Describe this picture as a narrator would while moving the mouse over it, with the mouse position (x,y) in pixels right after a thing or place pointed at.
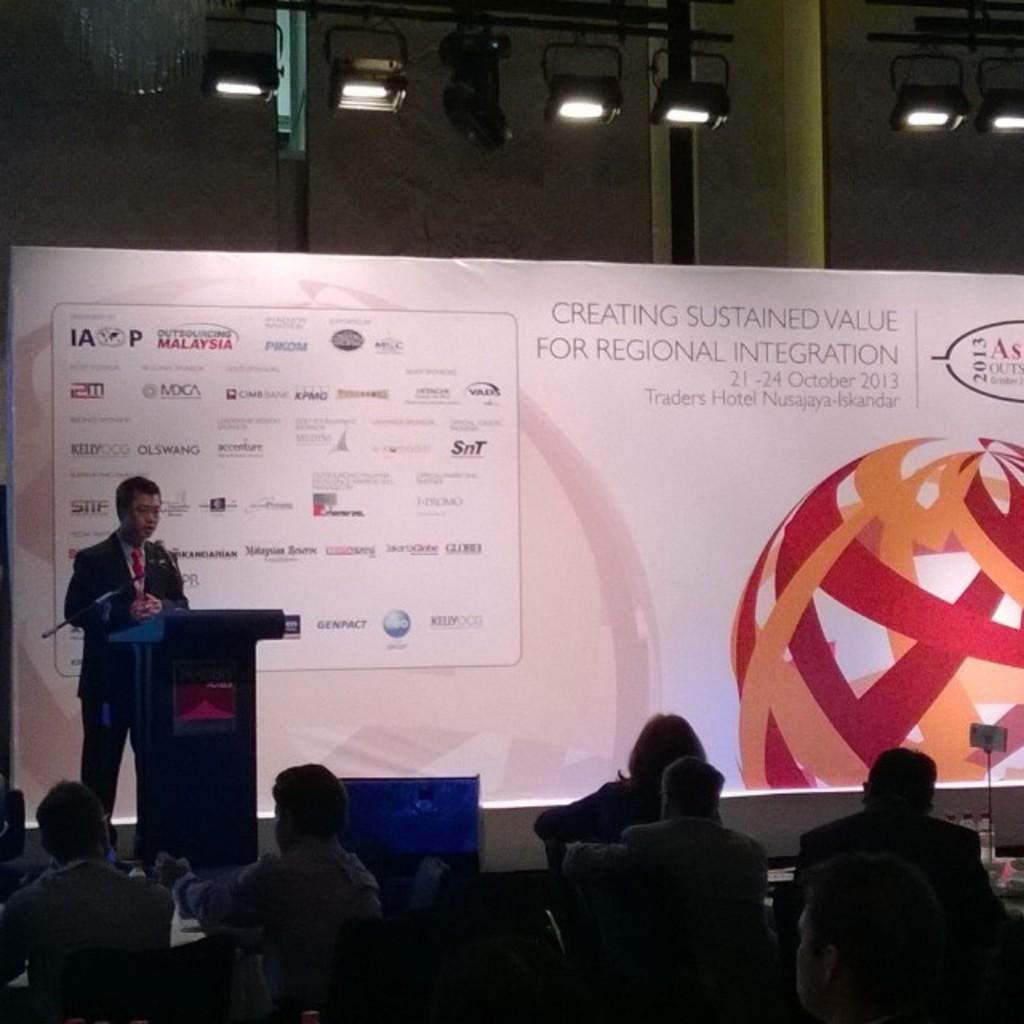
In this image there are group of persons (587,842) sitting on the chair (199,956), there is a person (837,918) truncated towards the bottom of the image (878,925), there is a person (143,578) standing, there is stand (97,602), there is a microphone (61,622), there is a podium (203,672), there is a board (621,473) truncated, there is text (781,381) on the board (568,413), there are poles (679,178) truncated towards the top of the image (669,187), there are lights (487,87), there are lights (909,121) truncated towards the right of the image (1000,88), at the background of the image (969,139) there is a wall (567,180) truncated.
